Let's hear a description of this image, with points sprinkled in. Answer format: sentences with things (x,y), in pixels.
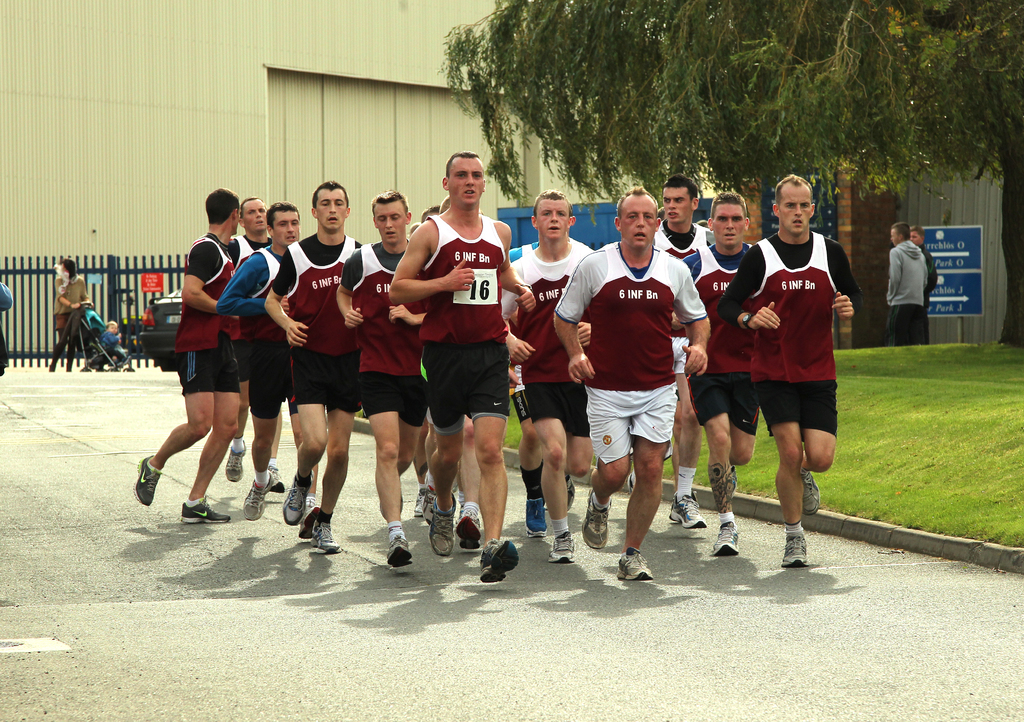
This picture is clicked outside the foreground (809,411) can see the group of people (350,292) wearing t-shirts (612,333) and running on the ground (461,654) and we can see the text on the T-Shirts (787,298) and right the green grass (947,401) and you can see the text (948,265) on the board (964,259) and two people (913,298) standing on the ground (925,349) the background (107,64) you can see the building (76,146) fence (16,275) a person (83,280) holding a stroller (78,319) and standing on the ground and you can see a vehicle (160,311) and some other objects (566,175) and we can see a kid (113,334) sitting in the stroller (94,336) in the left corner I think and you can see the text (144,282) on the poster (148,285) seems to be attached to the fence (168,270).
